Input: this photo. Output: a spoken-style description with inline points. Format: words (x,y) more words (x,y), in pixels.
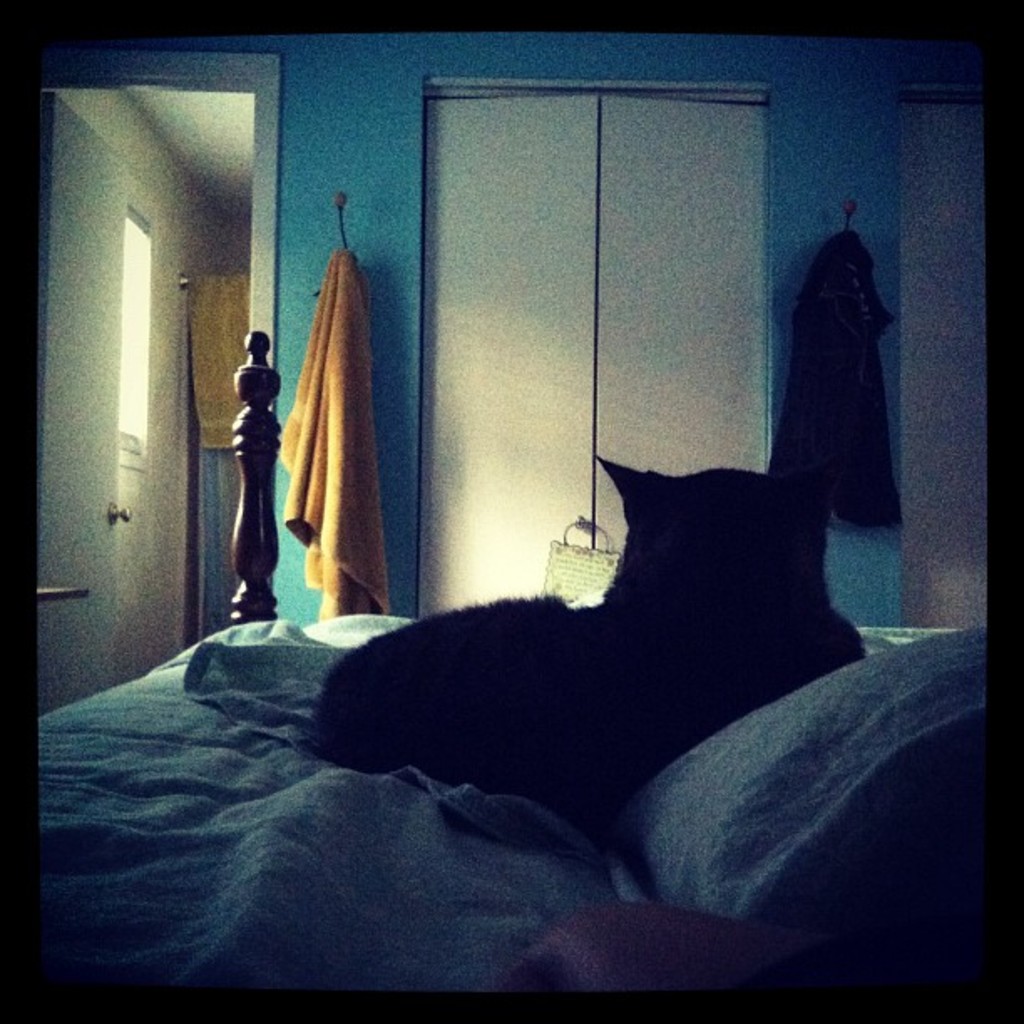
This picture is inside of the room (624,758). There is a cat (660,636) laying on the bed (563,834). At the back (327,369) there is a door (560,383), there is a towel (330,339) hanging on the hanger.
